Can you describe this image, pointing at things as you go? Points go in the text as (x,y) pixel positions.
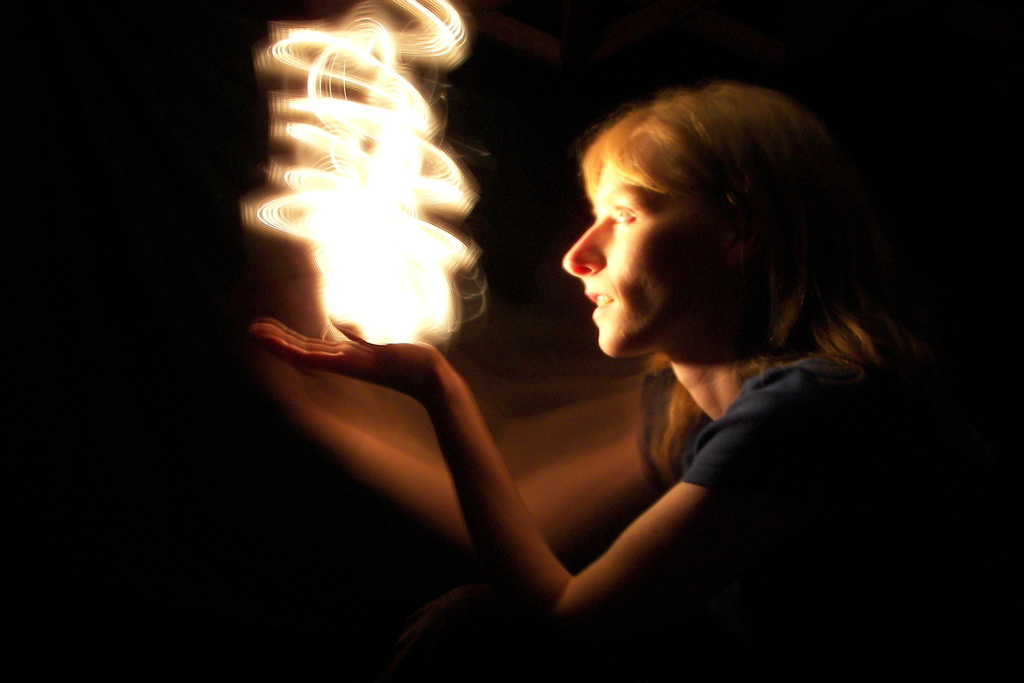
In this image in the foreground (746,292) there is one woman (675,424) who is holding a light (400,144), and there is a black background (970,378).
